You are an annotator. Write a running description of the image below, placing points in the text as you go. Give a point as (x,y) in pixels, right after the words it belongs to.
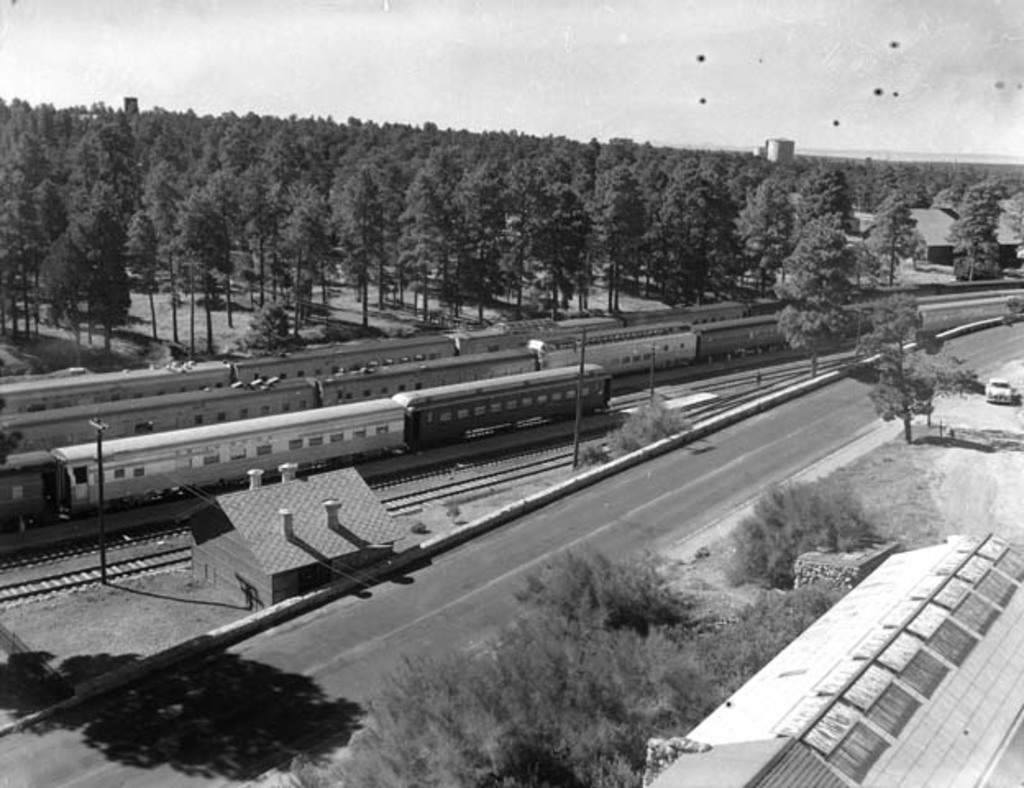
In this image in the front (642,647) there are plants (657,642) and in the background (450,404) there are trains (408,385) parked on the tracks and there are trees (404,183) and there is building (287,556). On the right side (989,401) there is a car (999,392) which is white in colour is visible.
